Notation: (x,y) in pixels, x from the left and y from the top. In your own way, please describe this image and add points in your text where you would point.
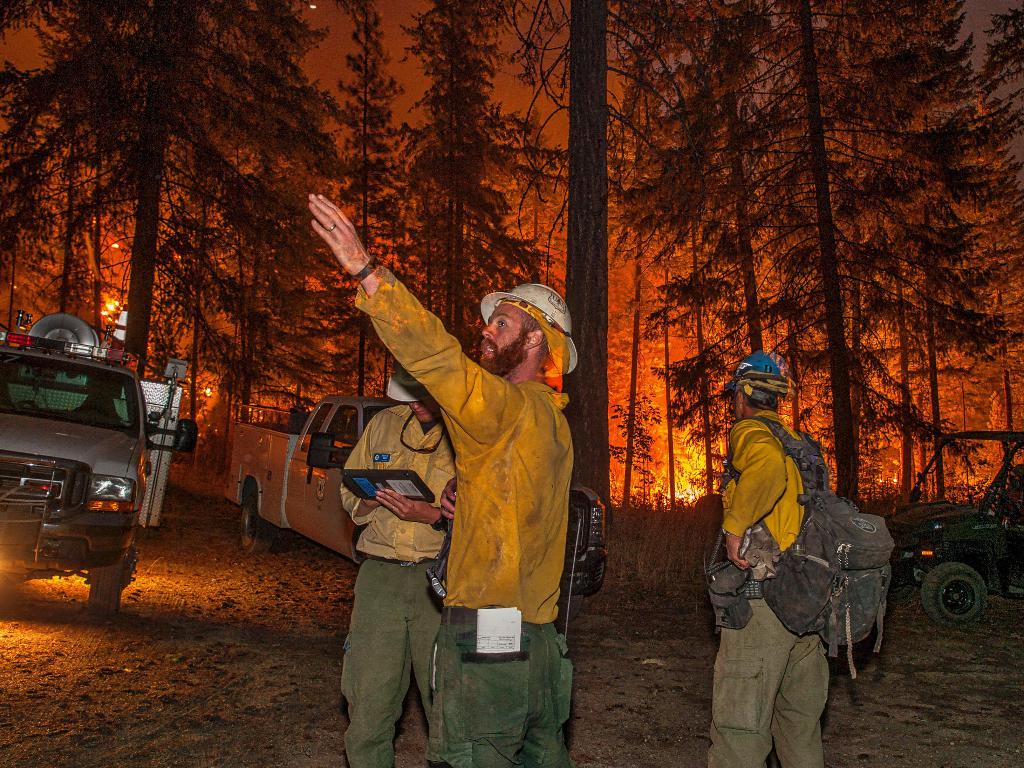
In this picture, we see three men (441,392) are standing. The man (541,437) in front of the picture wearing a yellow T-shirt (485,386) is pointing his hand (322,211) towards something. Beside him, the man (401,519) is holding a black color object (400,478). At the bottom (317,556), we see the sand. Behind them, we see cars (946,572) parked. There are trees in the background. This picture might be clicked in the dark.
